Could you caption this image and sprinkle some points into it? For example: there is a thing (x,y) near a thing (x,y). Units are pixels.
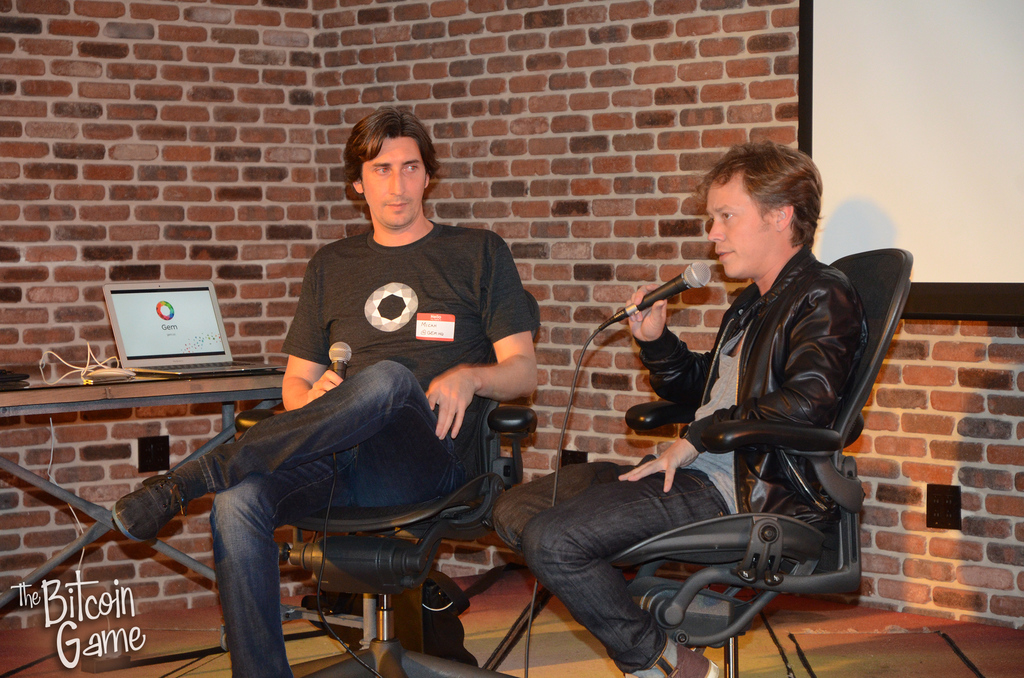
In this image I can see two men (779,480) are sitting on chairs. I can also see both of them are holding mics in their hand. In the background (51,337) I can see a laptop (110,290) and a brick wall (113,115).
